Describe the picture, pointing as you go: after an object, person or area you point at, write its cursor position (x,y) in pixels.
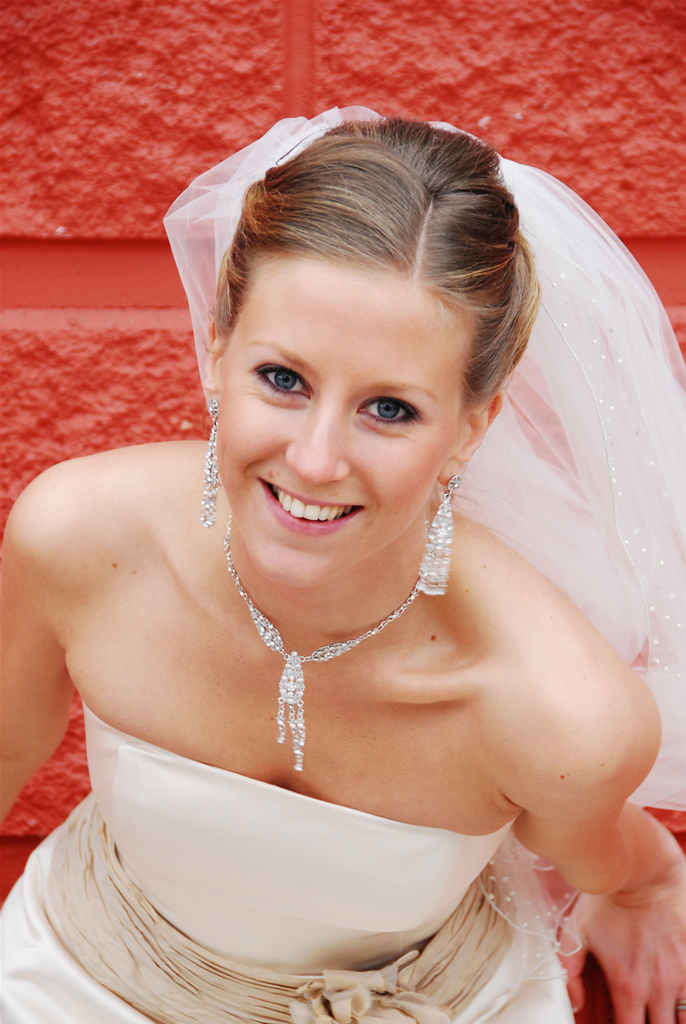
In the middle of the image (363,467), there is a woman (192,670) in a white color dress (186,818), smiling. In the background (608,70), there is a red color surface (113,83).
